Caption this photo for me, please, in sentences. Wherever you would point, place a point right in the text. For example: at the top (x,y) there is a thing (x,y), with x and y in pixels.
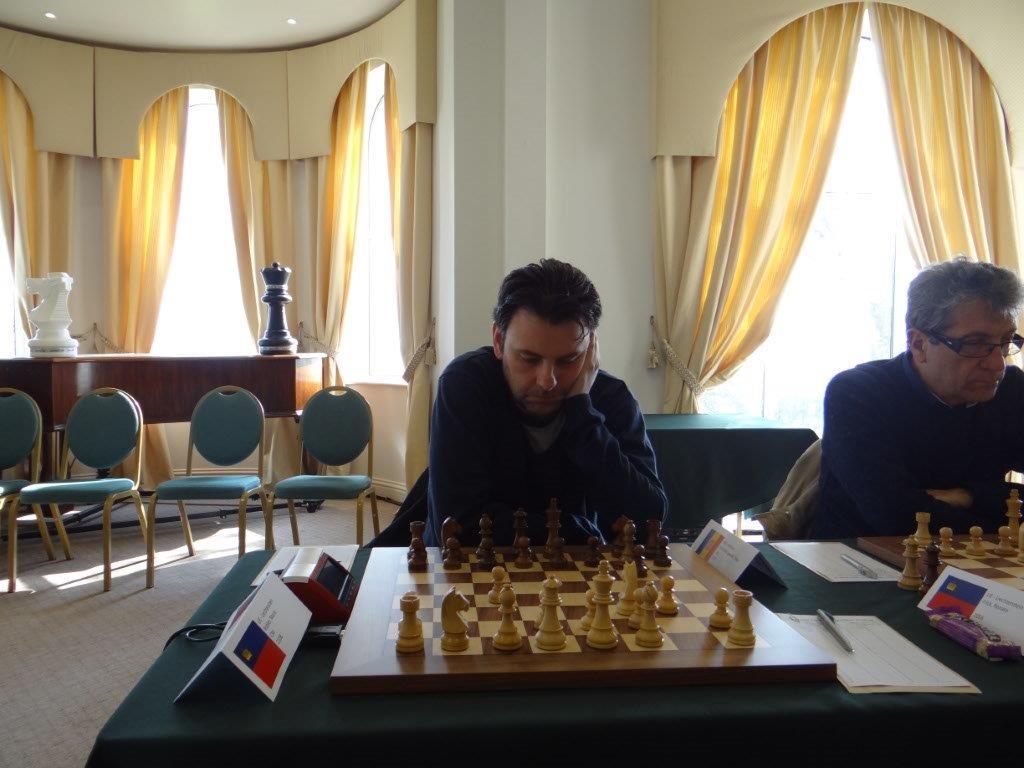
In this image i can see a inside view of an house (389,383). and on the left (95,459) i can see the chairs (95,459) kept on the floor (141,581) and there is a table (135,364) and there is a curtain (13,190) and there is a window (197,223) and on the middle (502,441) there are the two persons (577,441) on the table (789,571) there is a chess board (660,620) and there is a paper (856,637) and there is a pen (838,642) on the table (888,696). on the right side (959,419) a person (966,412) wearing a spectacles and blue color shirt (893,408) and on the right side (875,287) there is a window (892,207) and there is a curtain (955,194).
